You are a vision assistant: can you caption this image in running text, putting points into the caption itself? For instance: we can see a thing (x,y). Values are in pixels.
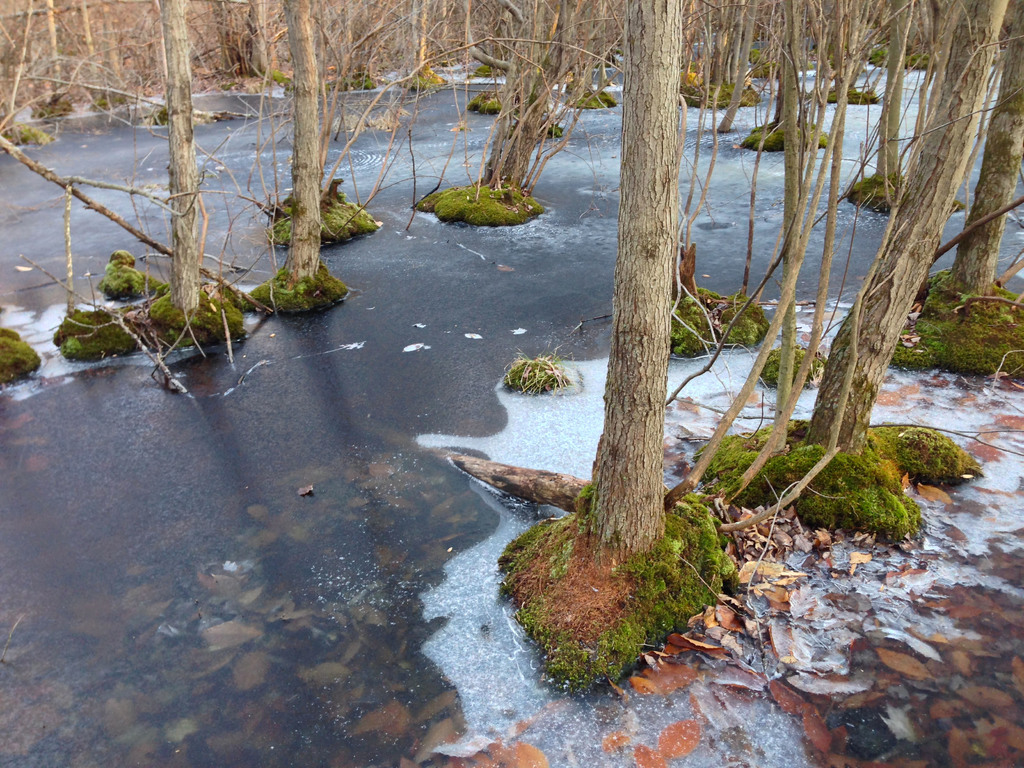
In this image we can see the trees (505,189), dried leaves (860,557) and also the water (513,288).
